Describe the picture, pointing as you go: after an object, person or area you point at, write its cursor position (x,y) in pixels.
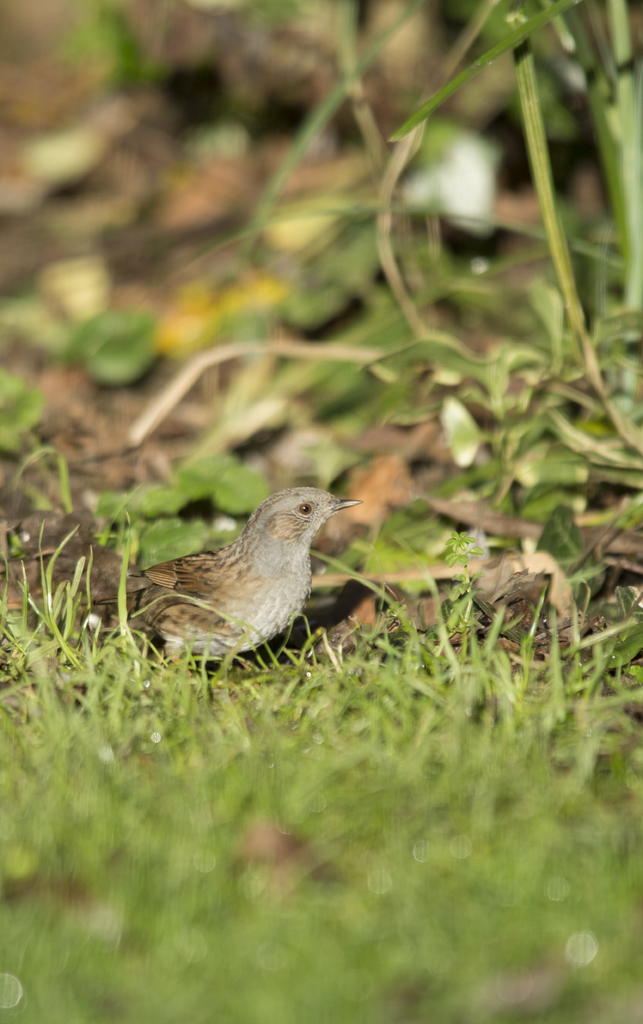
In this image in the front (323,823) there's grass (366,850) on the ground (339,880). In the center (232,608) there is a bird (266,582). In the background (277,185) there are leaves (286,170).
